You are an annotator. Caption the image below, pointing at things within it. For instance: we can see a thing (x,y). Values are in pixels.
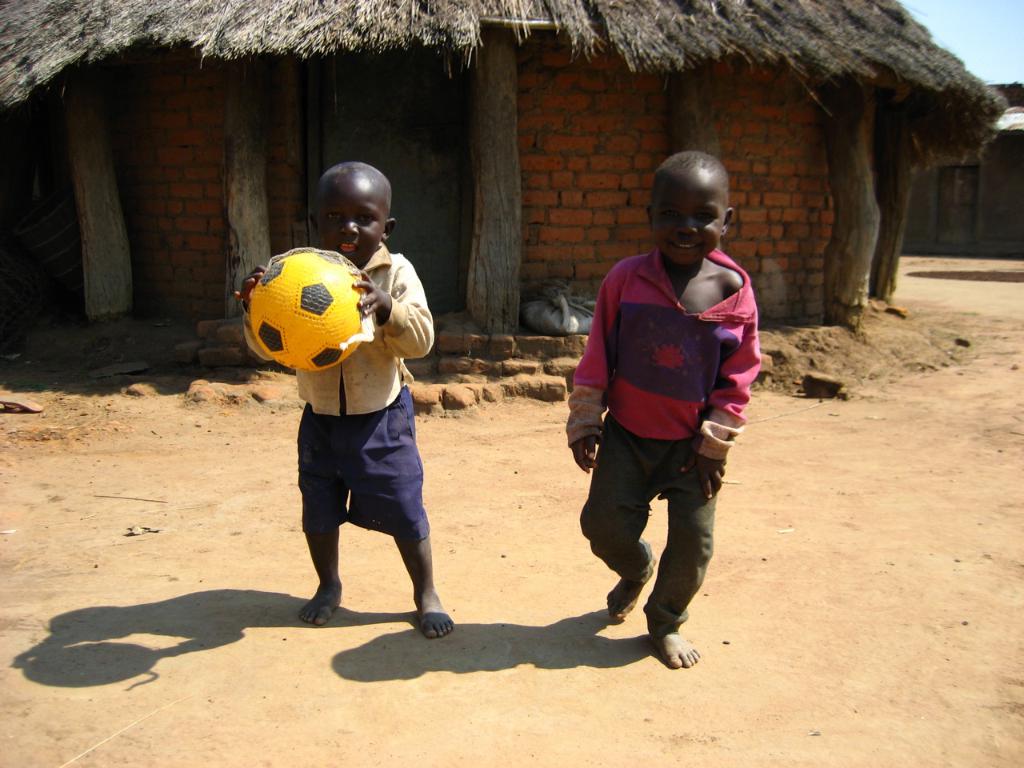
This 2 kids (382,435) are highlighted in this picture. This kid (394,493) is holding a ball (290,294). This is a house (547,113) with roof top (688,25). This wall (652,96) is made with bricks (581,167).
